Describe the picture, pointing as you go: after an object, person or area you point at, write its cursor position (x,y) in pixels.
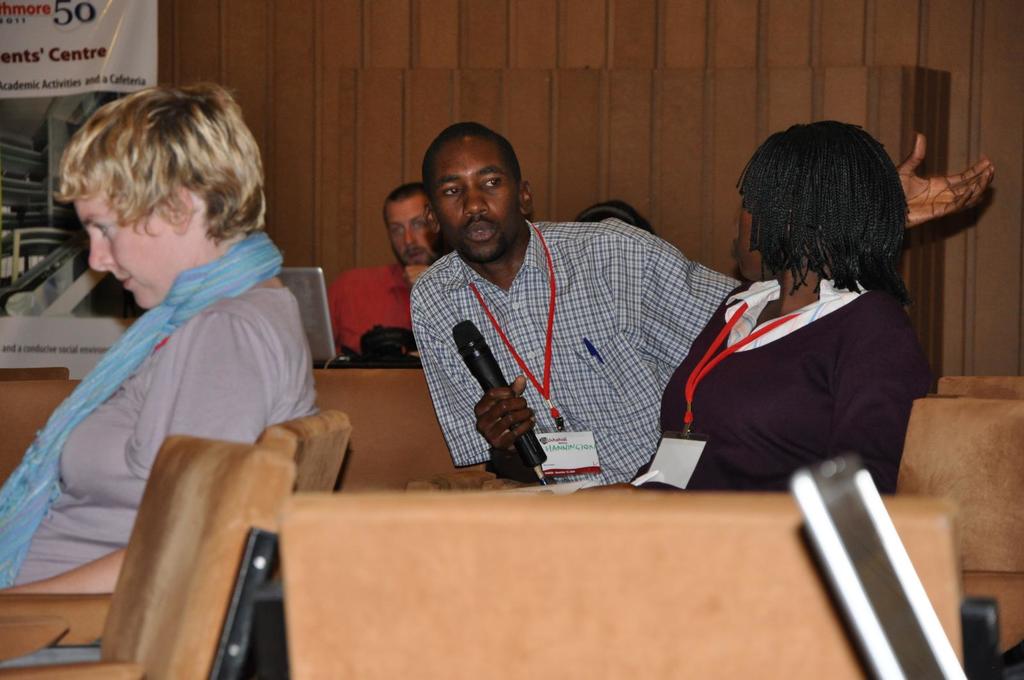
In this image i can see group of people (534,340) sitting on a chair (324,388), the man (532,305) sitting here holding a microphone (525,435) and wearing a badge (567,435) at the back ground (380,12) i can see a banner (133,45) and a wooden wall (247,60).
